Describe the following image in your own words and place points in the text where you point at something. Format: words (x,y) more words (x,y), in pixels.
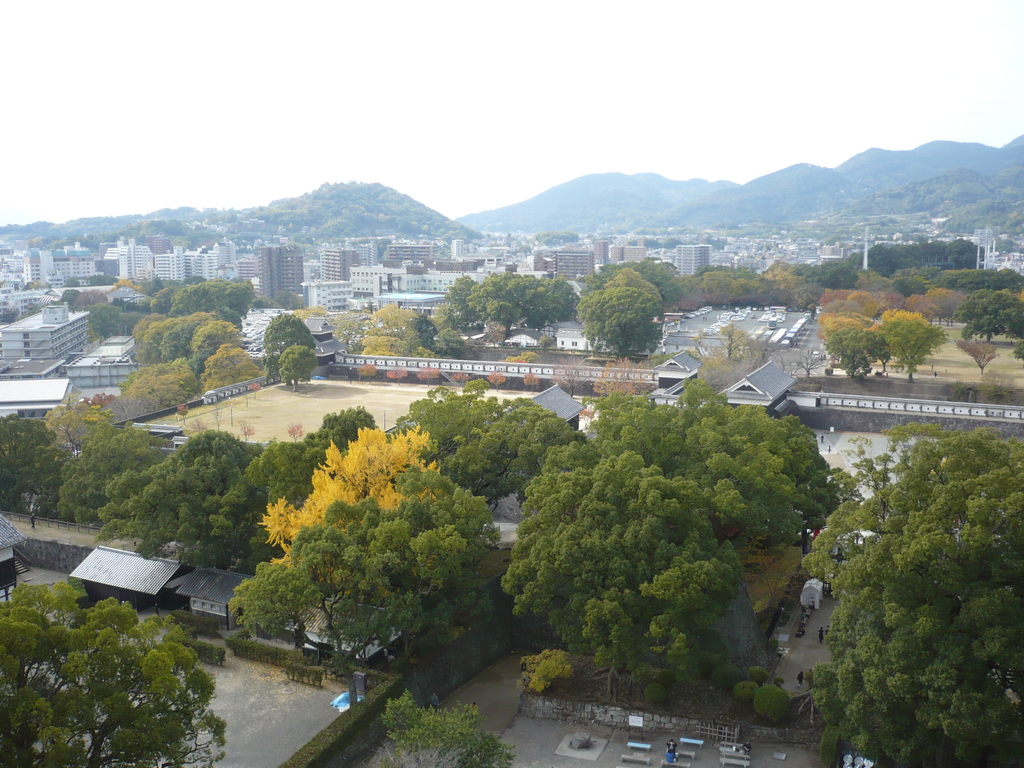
In the foreground of the image (882,685) we can see shutters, benches (638,748) and trees (288,619). In the middle of the image (491,399) we can see buildings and trees (528,381). On the top of the image (436,61) we can see the sky (241,50).
